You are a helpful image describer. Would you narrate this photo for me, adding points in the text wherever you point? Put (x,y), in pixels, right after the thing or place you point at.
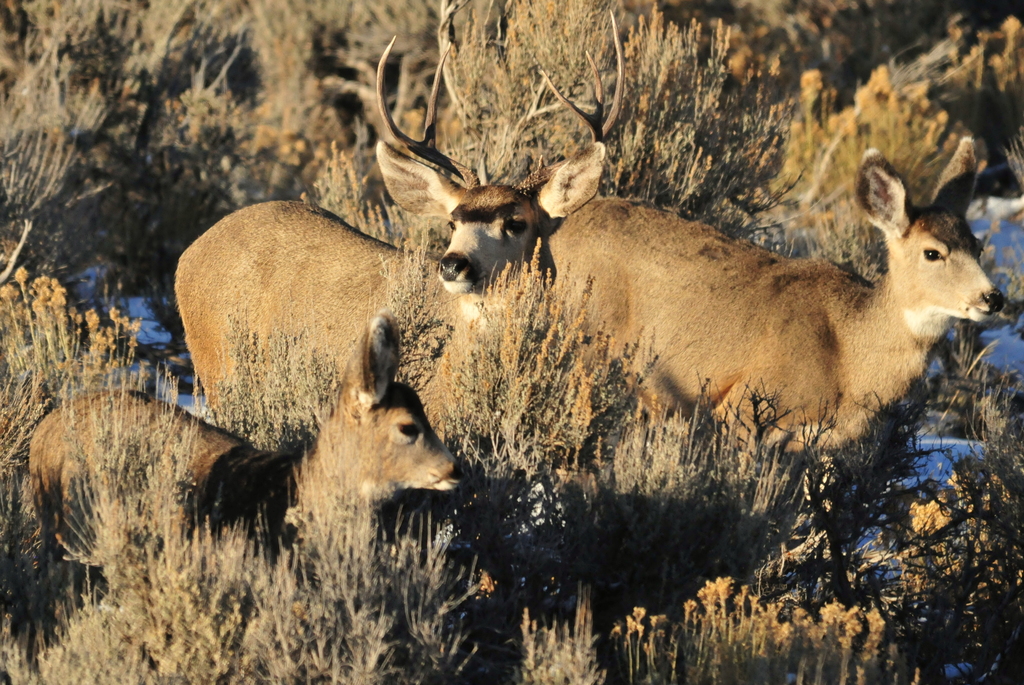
In this picture, we can see a few animals (527,198), and the ground (228,205) with plants (613,167) and some objects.
